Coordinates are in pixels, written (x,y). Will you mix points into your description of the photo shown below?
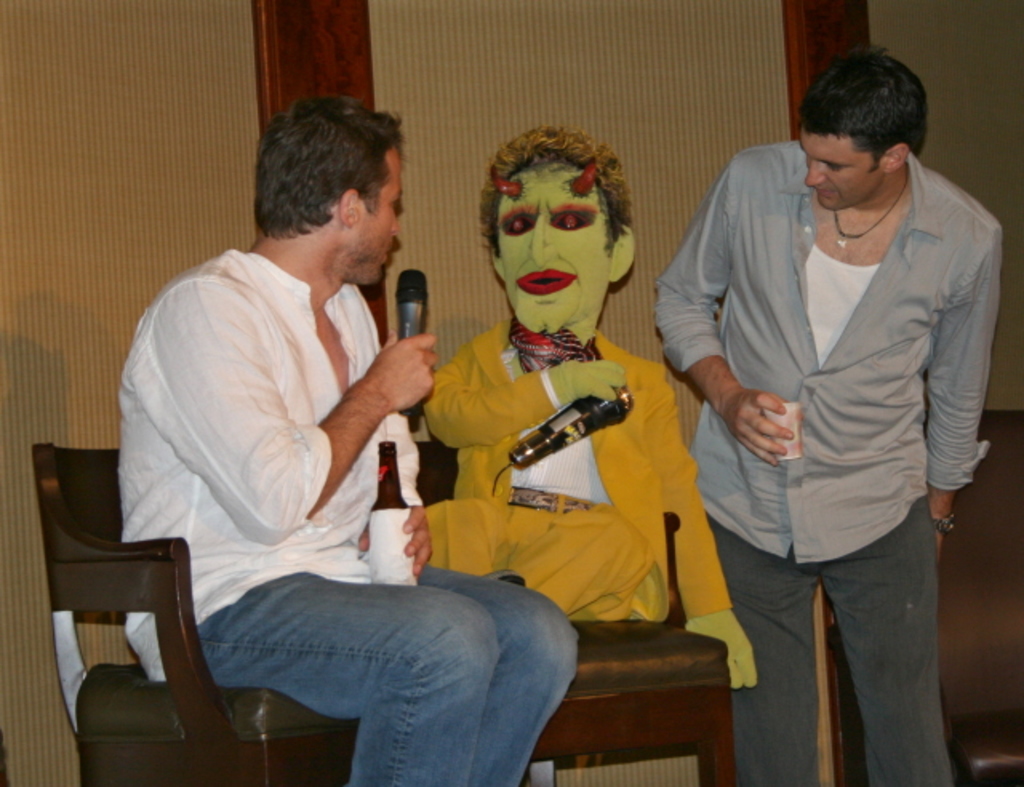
In this image i can see a man (291,552) sitting on chair (245,691) and holding a microphone (418,329) and a man (920,224) standing and looking at a doll (606,174) at the back ground (480,54) i can see a wall (480,70).
